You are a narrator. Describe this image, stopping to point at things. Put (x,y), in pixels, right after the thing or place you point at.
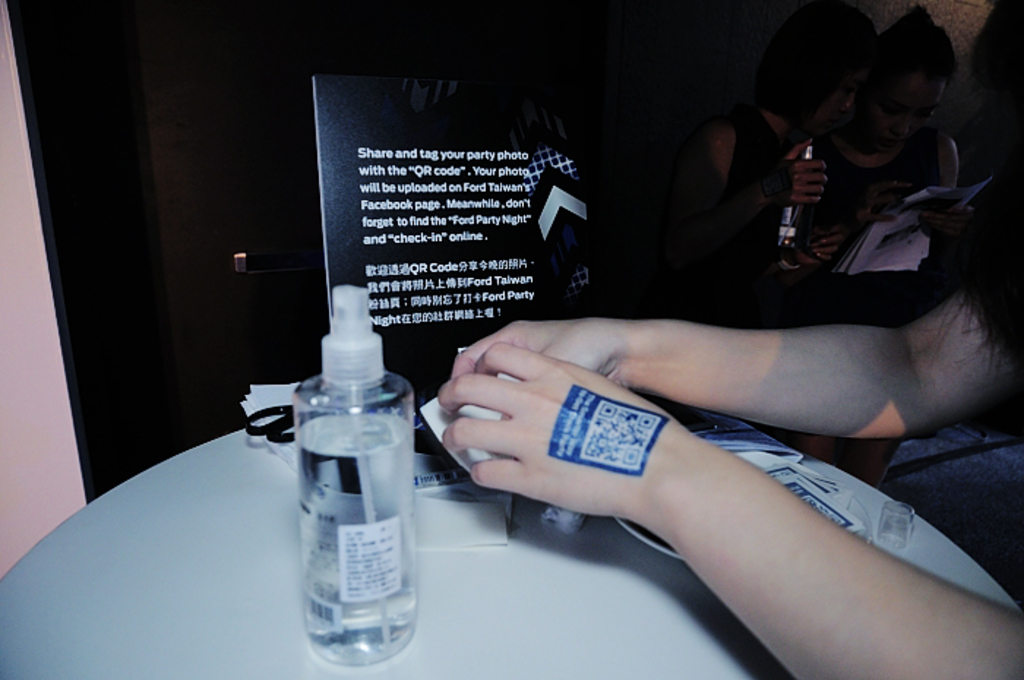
In this image there are three persons (894,308) sitting. In the front (885,419) the girl (929,389) sitting here in front of the table (443,585), and a bottle (334,584) and a book (372,240) is kept on the table (462,603) along with scissors (283,427). In the background (818,132) there are two girls (816,172) sitting and reading a paper (903,220). To the left (33,318) there is a wall (51,314) in Pink color.
